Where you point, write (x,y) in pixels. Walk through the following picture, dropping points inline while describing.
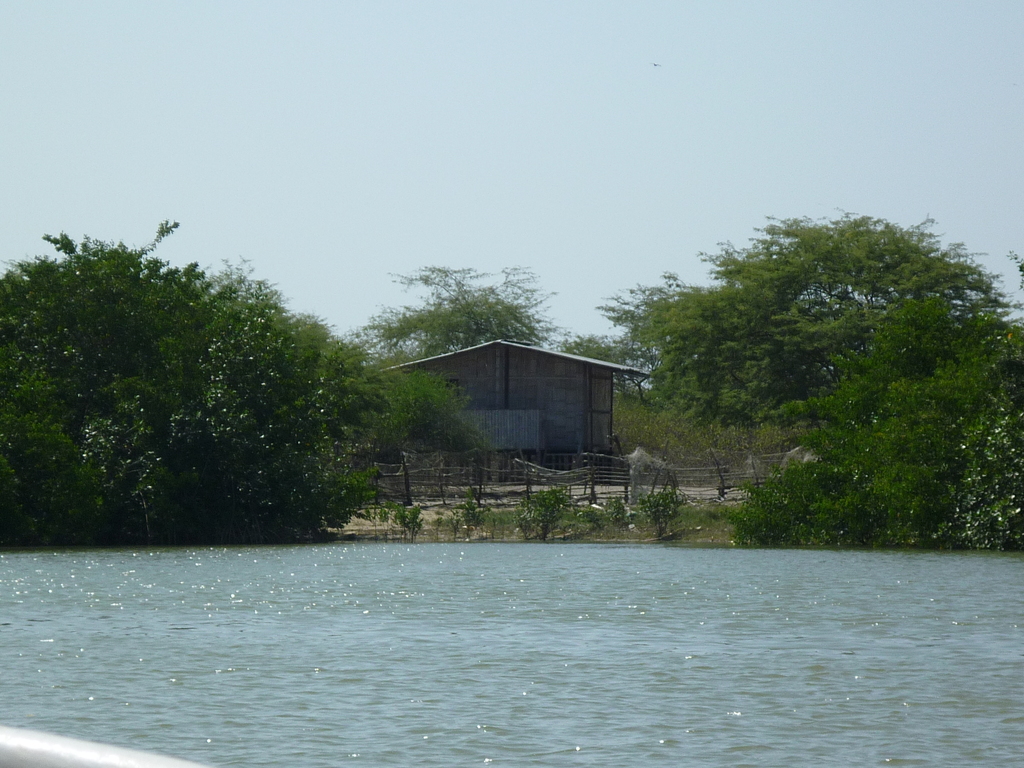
This image is taken outdoors. At the top of the image (571,136) there is the sky (623,137). At the bottom of the image (314,680) there is a pond (358,609) with water (498,616). In the middle of the image (412,383) there are many trees (451,409) and plants (890,477) with leaves (751,319), stems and branches (248,402). There is a house (539,405) and there is a fence (544,480).
